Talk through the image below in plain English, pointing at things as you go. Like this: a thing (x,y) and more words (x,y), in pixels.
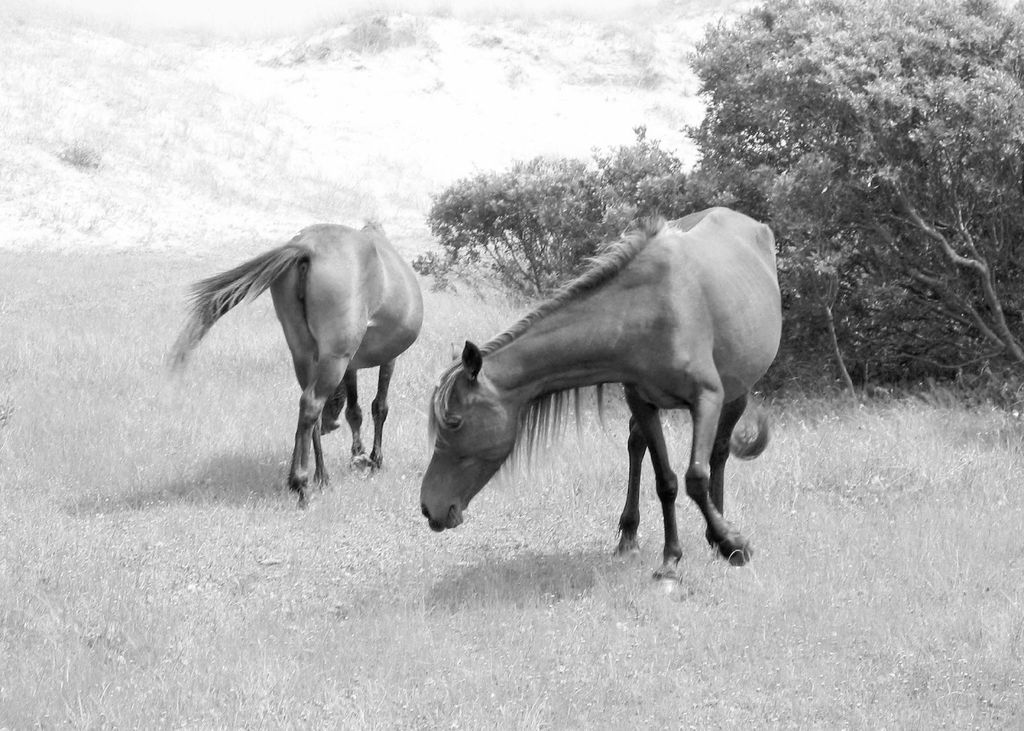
It is a black and white picture. In the center of the image (348,329) we can see two horses (405,336). In the background (460,331) we can see trees (711,132), hills (116,207), grass (76,290) etc.
